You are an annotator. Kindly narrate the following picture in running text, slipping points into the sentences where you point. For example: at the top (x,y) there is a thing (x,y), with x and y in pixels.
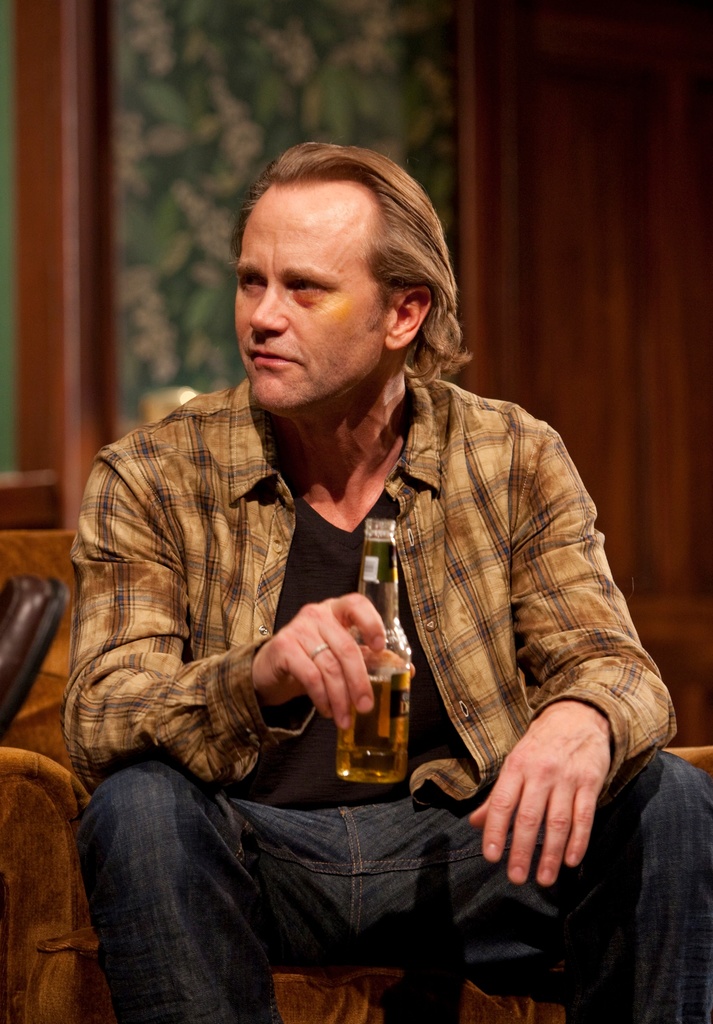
In this image I see a man (81,619) who is sitting and holding a bottle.
